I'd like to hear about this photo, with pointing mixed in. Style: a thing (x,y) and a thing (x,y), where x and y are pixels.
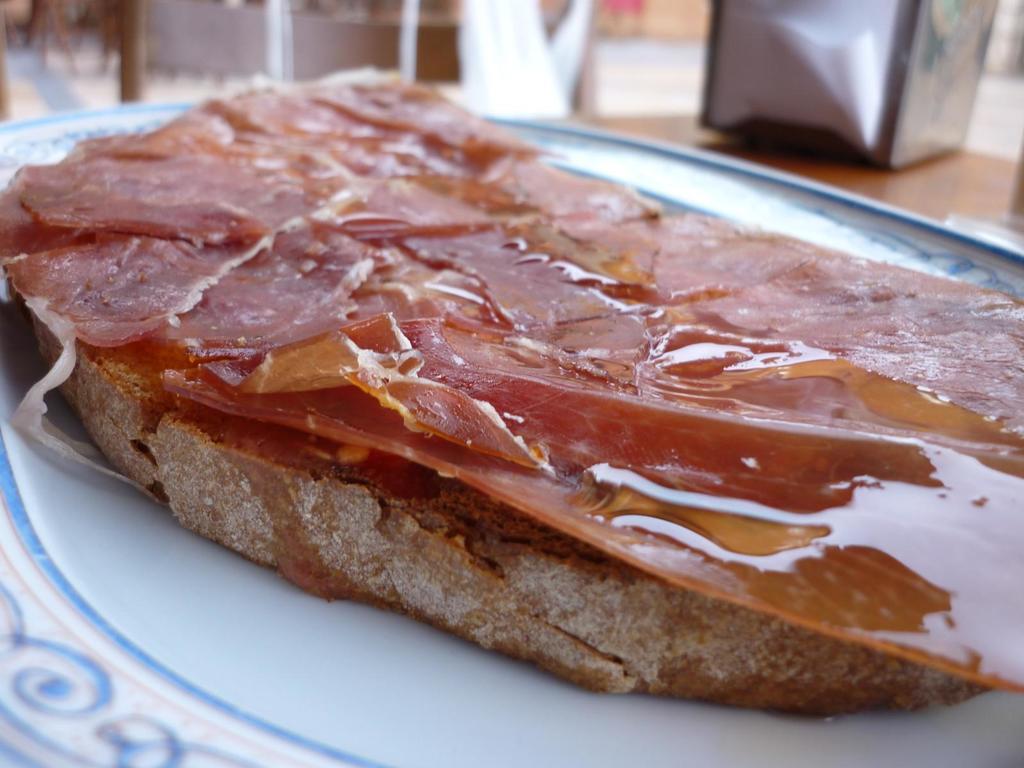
We can see plate (296,670) with food (547,306) and object (888,131) on the table (693,138).
